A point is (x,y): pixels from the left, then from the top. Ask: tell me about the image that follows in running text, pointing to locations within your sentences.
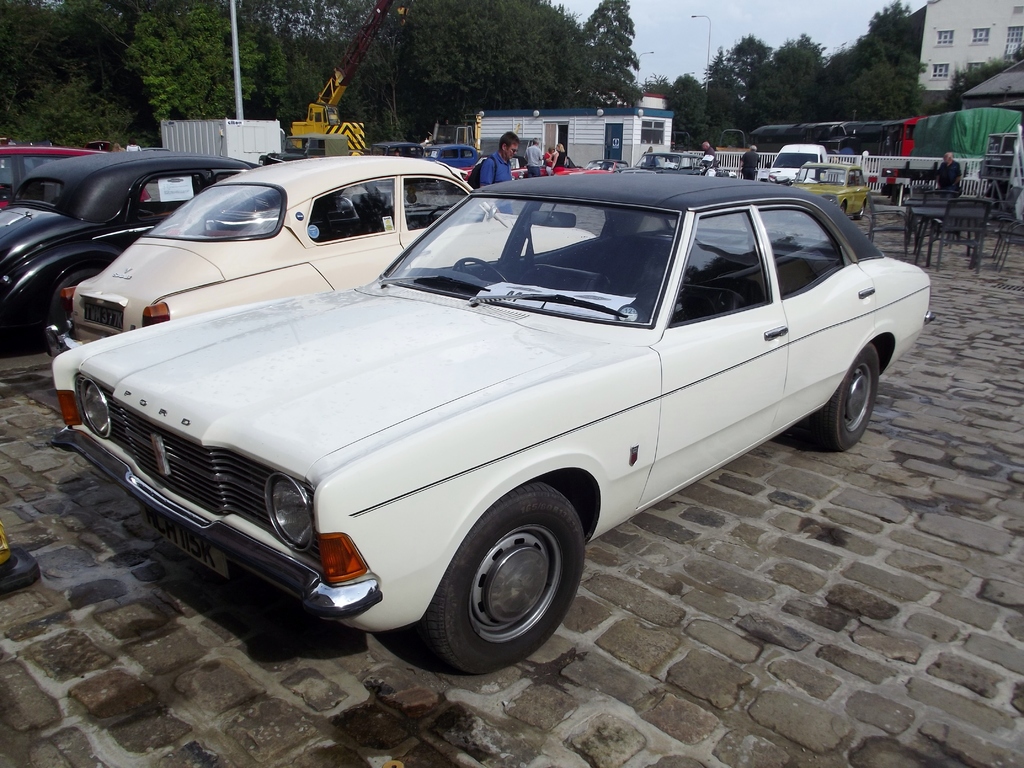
In this image there are few vehicles (230,167), persons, tables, chairs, trees (286,103), street lights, a building (954,57), a pole (238,108) attached the box (252,140) and the sky (659,53).
